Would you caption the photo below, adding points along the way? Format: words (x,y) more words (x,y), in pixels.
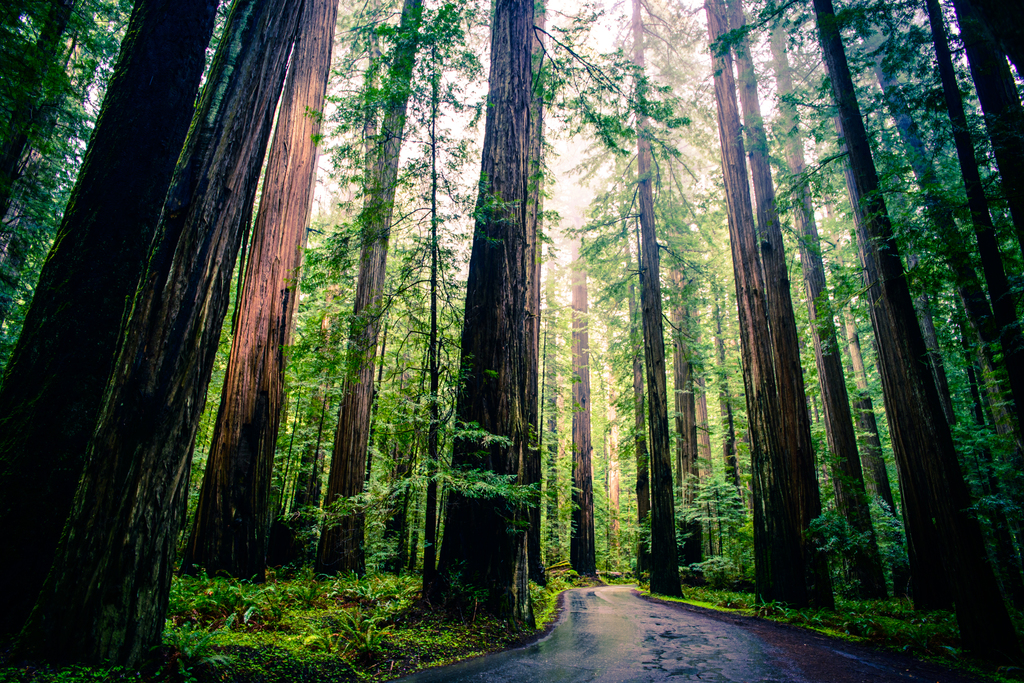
In the center of the image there is road (692,646). In the background of the image (593,439) there are trees (548,385), grass (299,597) and plants (360,588).
